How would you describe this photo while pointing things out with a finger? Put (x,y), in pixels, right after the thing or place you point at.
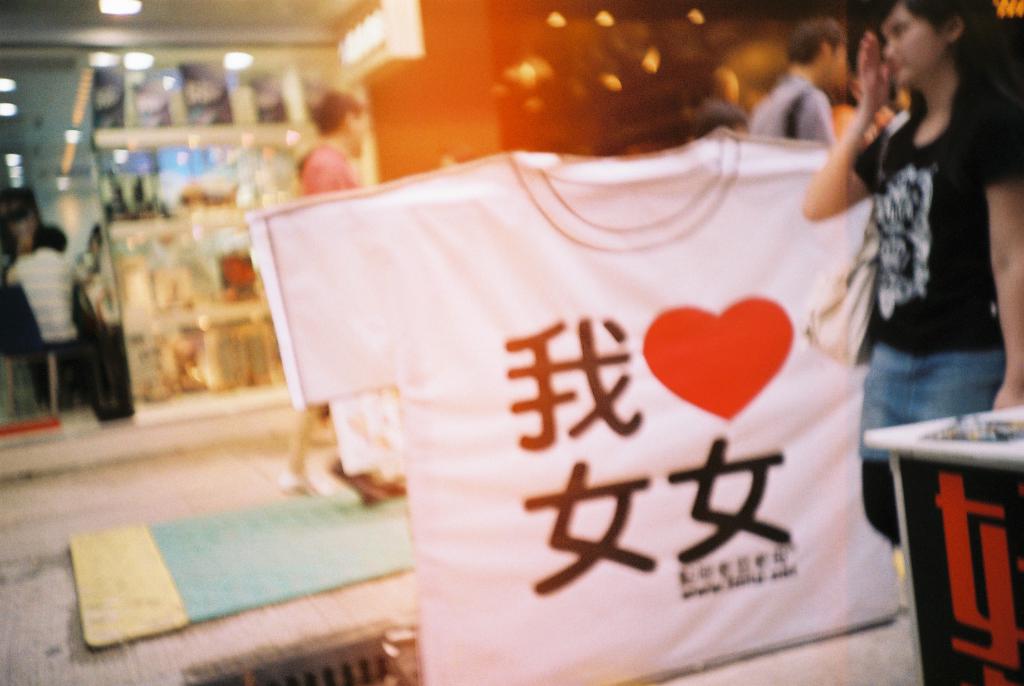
In this image there are people (849,162). In the center (392,249) we can see a board (524,473). On the right (928,617) there is a table (959,605). In the background (612,96) there are lights (135,9) and walls (487,73). We can see a mat (240,548).
